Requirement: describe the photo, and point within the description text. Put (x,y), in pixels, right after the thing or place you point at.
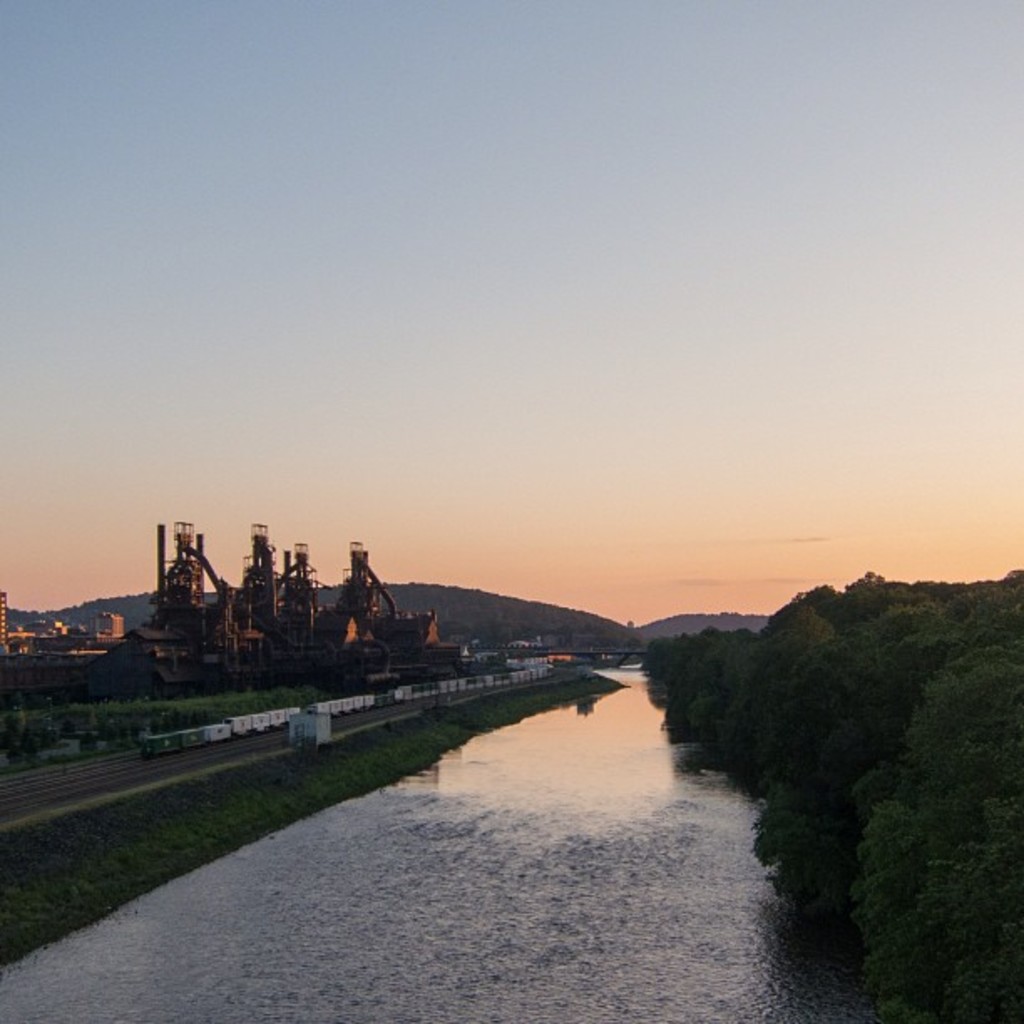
This is an outside view. At the bottom (365,909) there is a lake (331,855). On the right side (887,757) there are many trees (818,771). On the left side (68,663), I can see a train (155,737) and many buildings (55,657). At the top of the image (494,294) I can see the sky (512,288).
